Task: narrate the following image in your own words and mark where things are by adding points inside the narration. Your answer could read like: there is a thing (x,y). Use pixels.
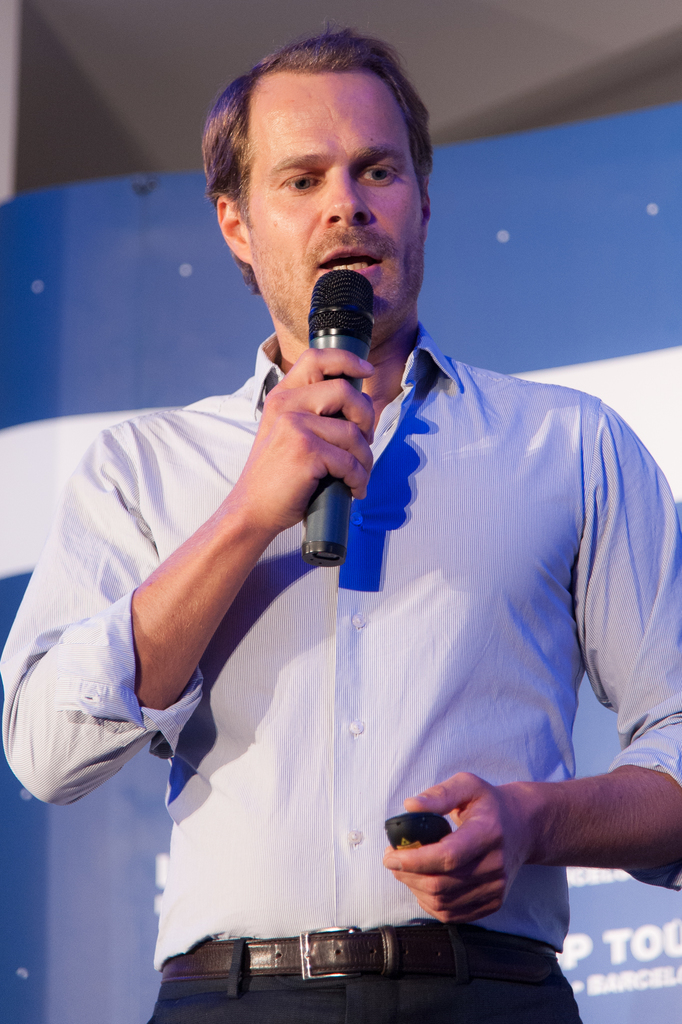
This is a picture of a man (498,403), the man (370,404) holding the microphone (338,288) and the man (341,226) is talking and the background of the man (326,582) is a banner (484,304) with blue and white color.
